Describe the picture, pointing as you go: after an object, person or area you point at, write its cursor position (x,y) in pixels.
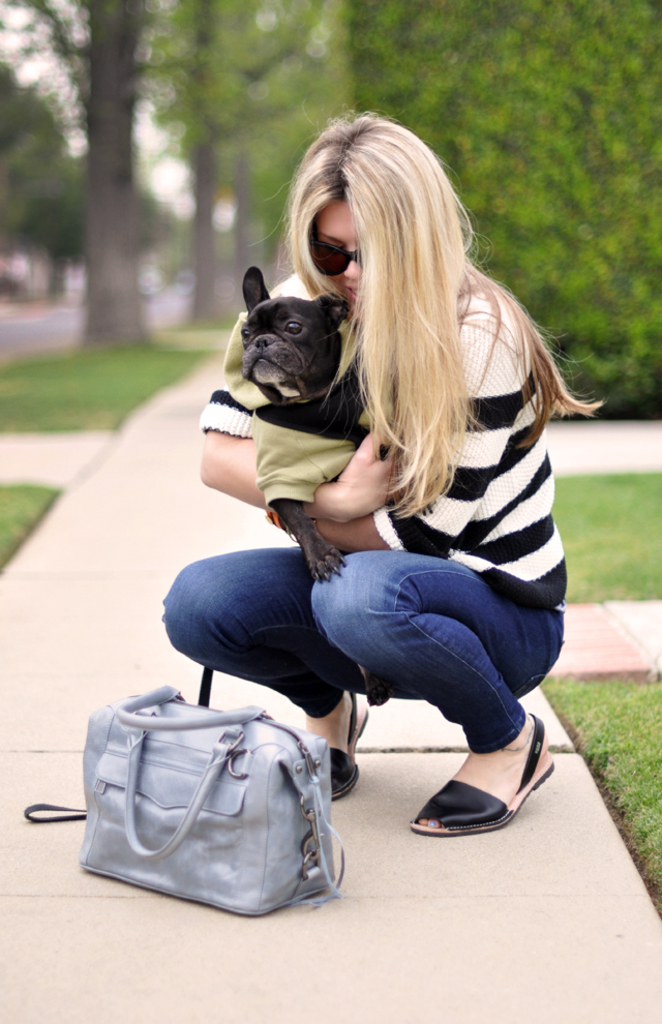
In this picture in the middle (390,528) a lady (496,476) is in crouch position. She is holding a dog (297,402). She is wearing white and black t shirt (512,473) and a blue jeans (443,596). Her hair (424,473) color is blonde. She is wearing sunglasses (318,253). There is grass (629,555) on the ground (635,551). in the background (415,94) there are trees (323,79).
